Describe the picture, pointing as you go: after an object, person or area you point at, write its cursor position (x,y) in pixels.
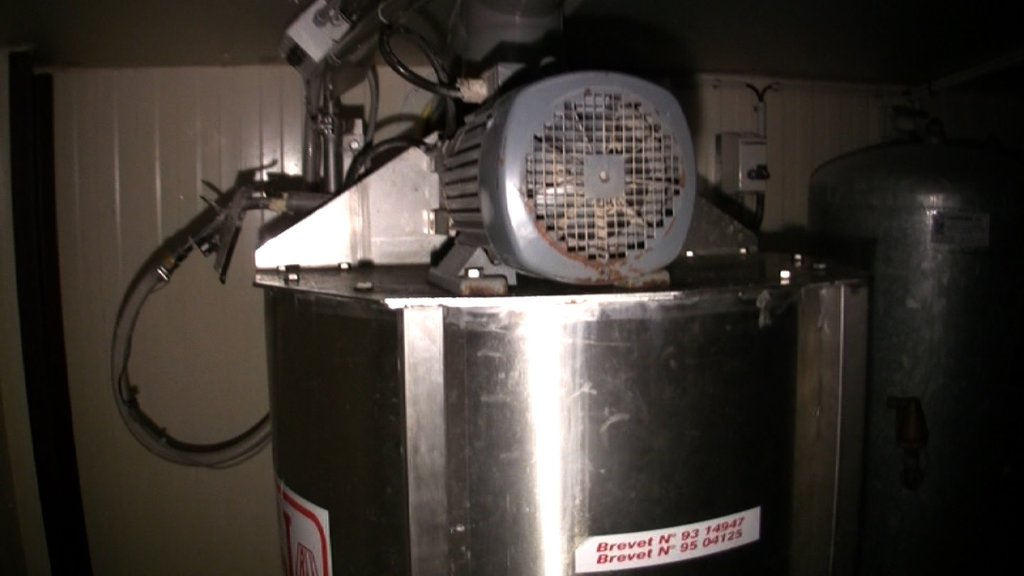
In this picture i can see the motor cables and other objects (510,259) on this steel barrel (613,521). Beside that i can see other barrel (1011,297) which is kept near to the wall (788,117). In the bottom (296,528) i can see the stickers (644,553).
